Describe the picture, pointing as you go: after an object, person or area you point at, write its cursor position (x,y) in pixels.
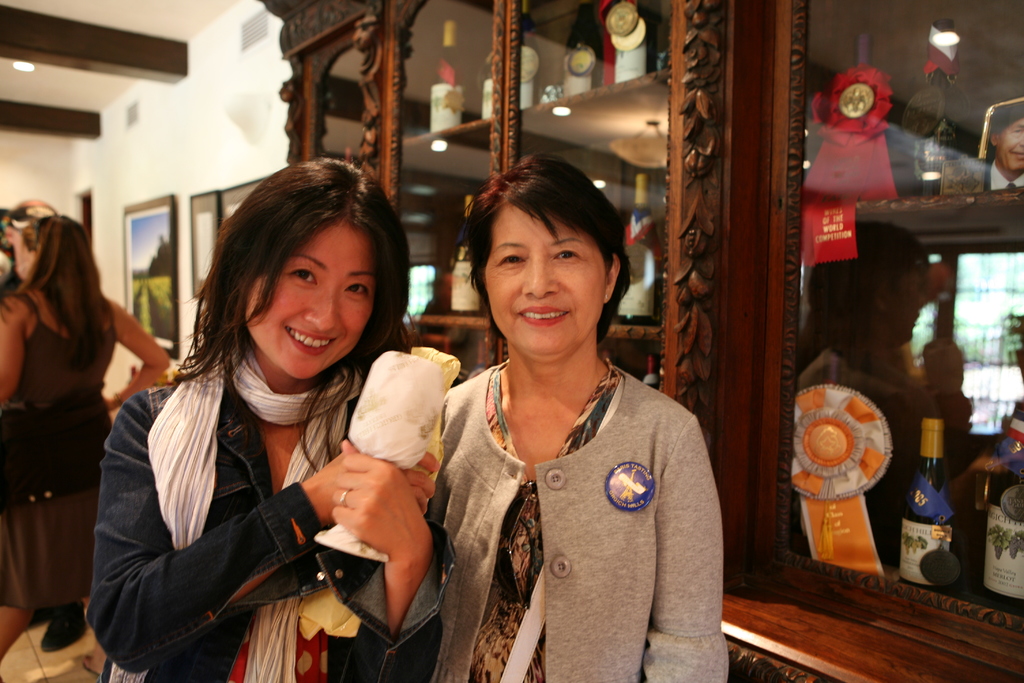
In this image there are people (460,642). In the background (980,563) there is a cupboard (724,185) and we can see things (825,150) placed in the cupboard (821,316). There is a wall (181,151) and we can see frames (161,251) placed on the wall (24,148). We can see a light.
